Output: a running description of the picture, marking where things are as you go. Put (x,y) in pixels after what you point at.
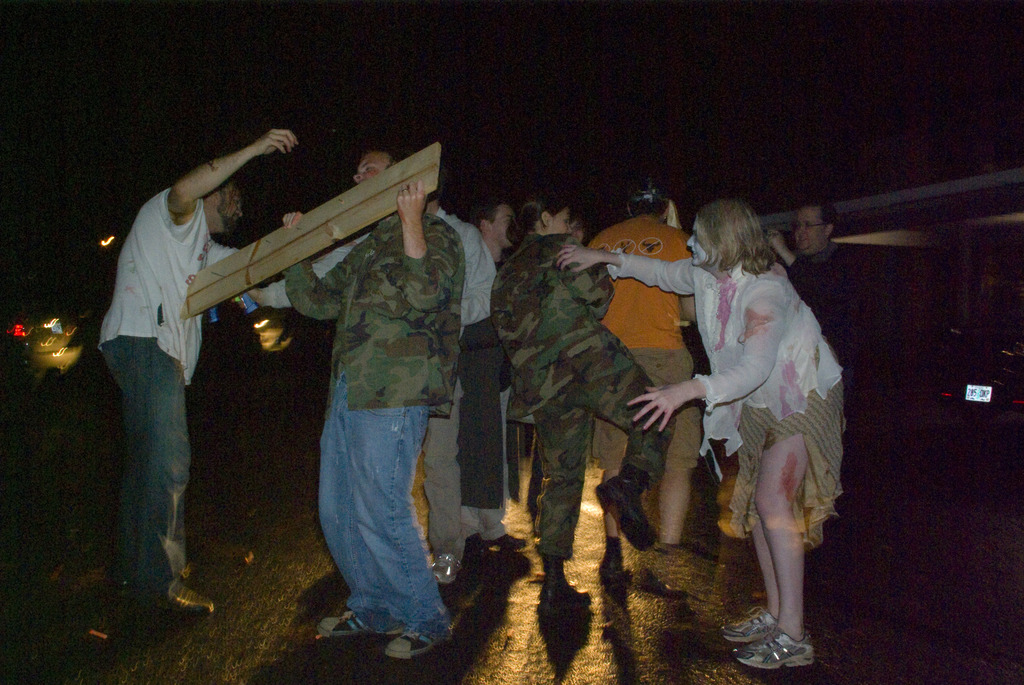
In this image I can see a group of people (487,378) on the road (590,636), vehicles (63,359), lights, buildings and dark color. This image is taken may be during night on the road (495,563).
